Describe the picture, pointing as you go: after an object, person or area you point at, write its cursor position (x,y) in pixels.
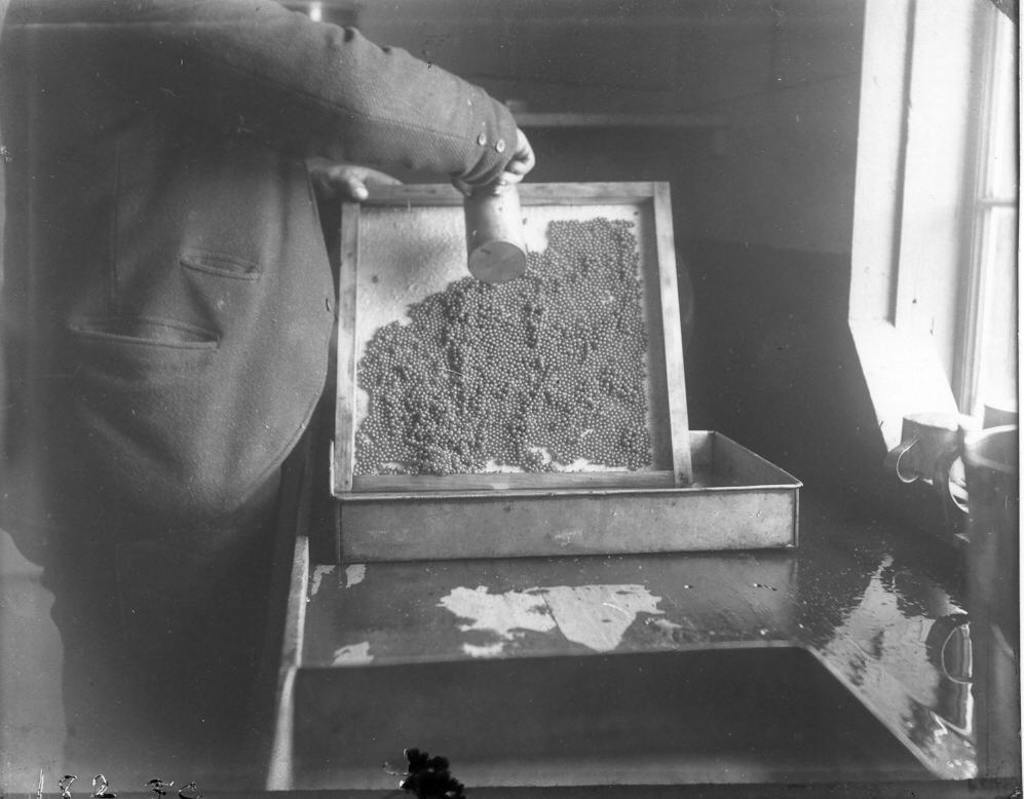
In this image I can see the black and white image in which I can see a person (124,356) standing and holding few objects (485,254). I can see a metal tray (683,528) and in it I can see an object (555,307). To the right side of the image (928,225) I can see a cup (906,469), the window (1007,287) and the wall (794,171).
